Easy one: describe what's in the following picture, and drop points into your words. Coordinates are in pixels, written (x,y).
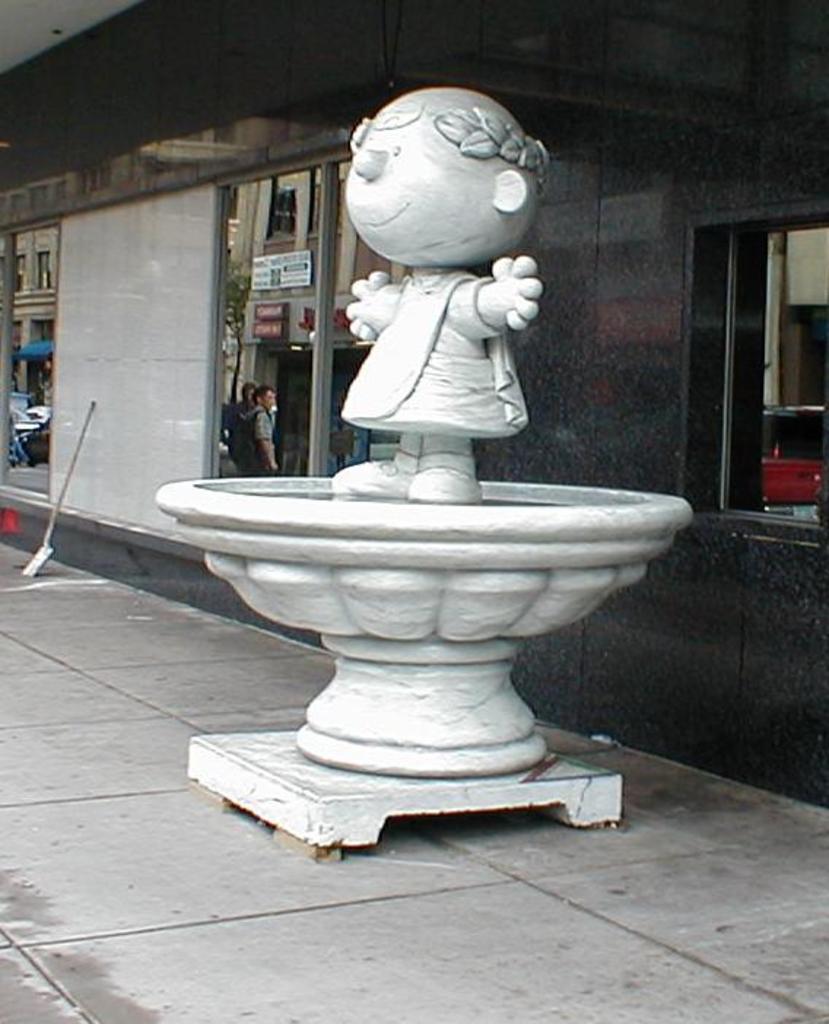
In the picture I can see water fountain (186,511), here I can see statue (454,372). In the background (172,398), I can see the wall (196,405) here and I can see the glass windows (229,406) in which I can see the reflection (264,413) of people (263,425), I can see boards (269,332), vehicles (40,435) on the road (11,472) and I can see buildings (310,332).
